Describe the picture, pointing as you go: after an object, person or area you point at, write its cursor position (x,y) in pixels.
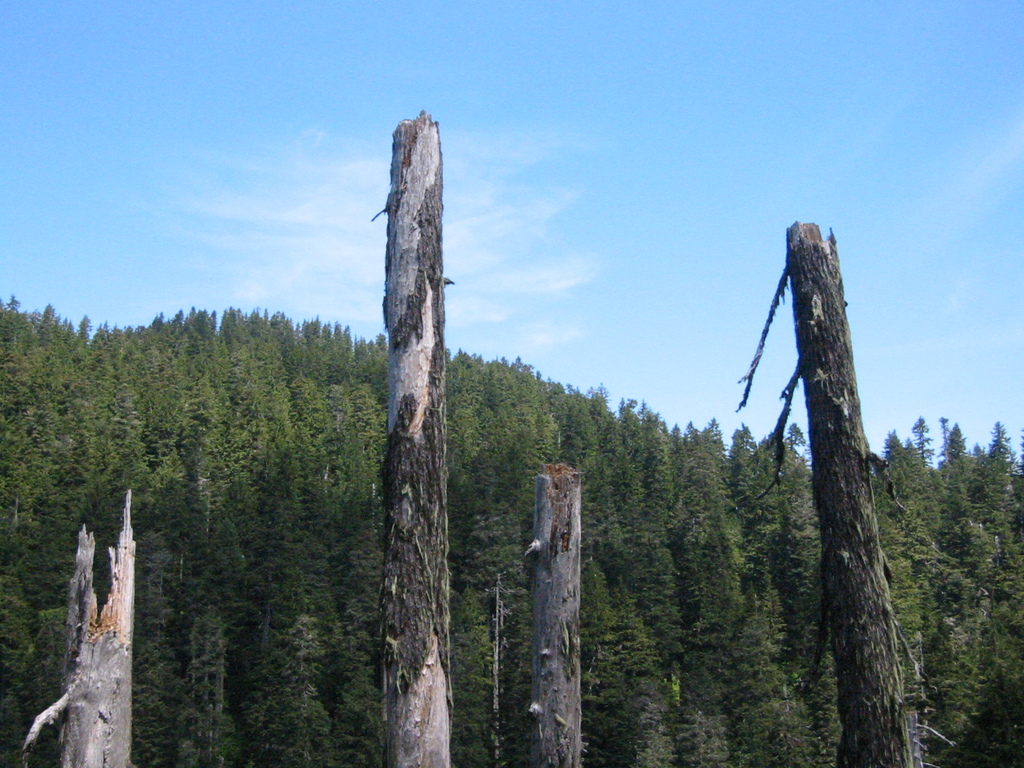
In this image we can see some big trees (644,623), some tree trunks (109,670) on the ground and at the top (514,98) there is the sky (507,246).
